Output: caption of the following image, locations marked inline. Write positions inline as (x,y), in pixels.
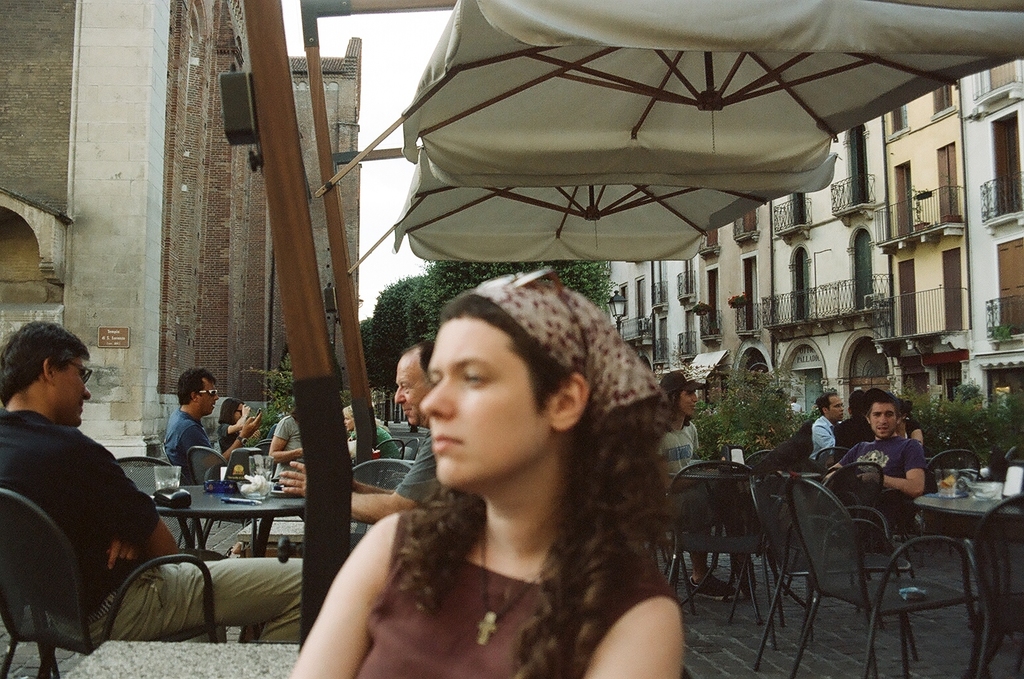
In this picture, there is a woman (471,599) who is wearing a brown dress (424,634) and a chain (489,611) on her neck (510,560). She is wearing a scarf (533,316) and goggles (517,283) on her head (590,331). On to the left (61,487), there is a man (36,464) who is wearing a black dress (64,489) and is sitting on the chair (37,575). There is a glass (167,483) on the table (230,513). There are group of people (194,422) sitting on the chair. On to the right (880,462), there is a man (906,461) sitting on the chair (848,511). There is a woman (669,440) who is also sitting on the chair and she is wearing a cap (682,385) on her head (694,391). There is a building (773,282) at the background (748,274) and a tree (386,306). There is a sun shade (574,140).
